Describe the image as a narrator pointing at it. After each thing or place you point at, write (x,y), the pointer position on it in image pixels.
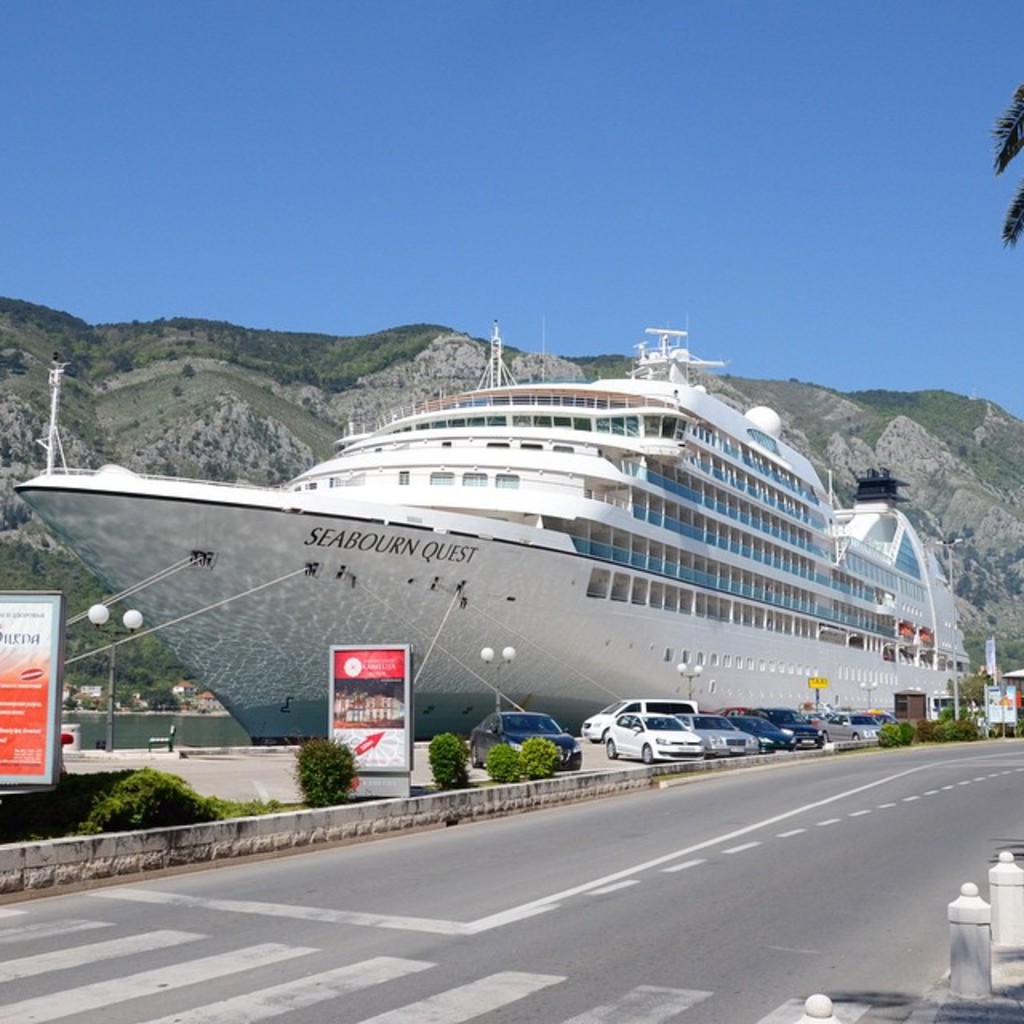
In this image I can see a ship (762,589) which is in white color, in front (467,785) I can see few vehicles (481,763), plants (537,773) in green color, four light poles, boards (395,709) attached to the pole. Background (3,146) I can see mountains (1012,639) and the sky (484,289) is in blue color.
